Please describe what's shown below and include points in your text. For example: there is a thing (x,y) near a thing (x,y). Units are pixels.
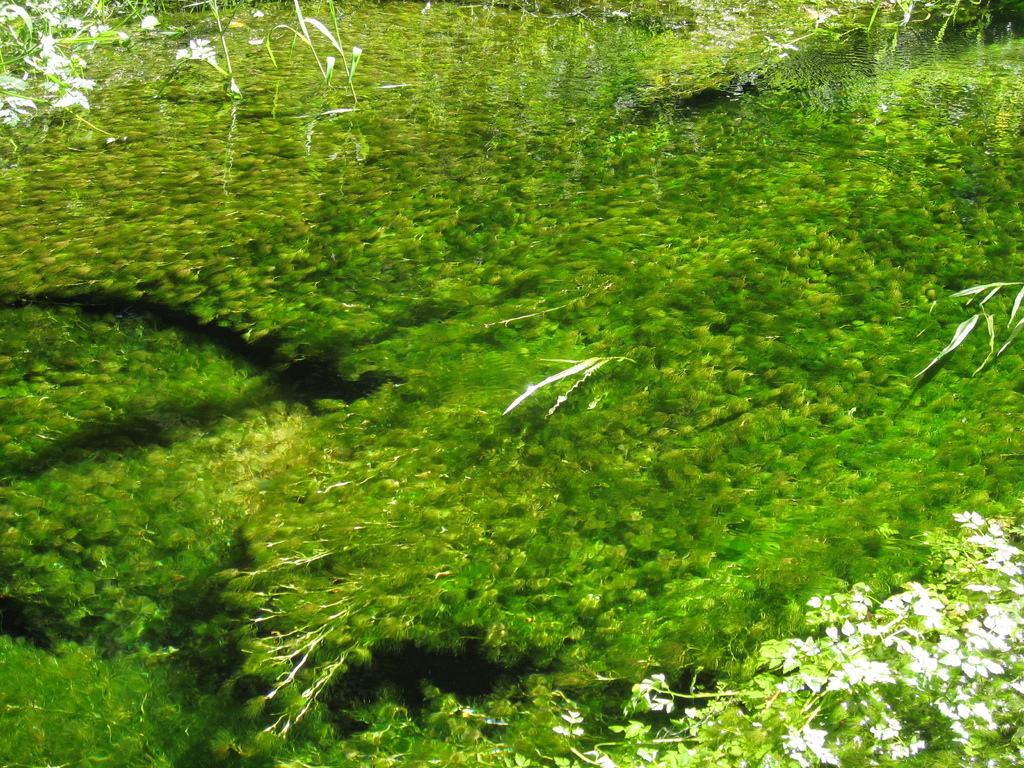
The picture consists of a water body (708,159), in the water (721,251) there is greenery (659,294) might be plants (712,557). On the right (941,658) there are plants (897,686) above the water (311,105). On the left (59,62) there are plants (59,62) above the water (102,68).
